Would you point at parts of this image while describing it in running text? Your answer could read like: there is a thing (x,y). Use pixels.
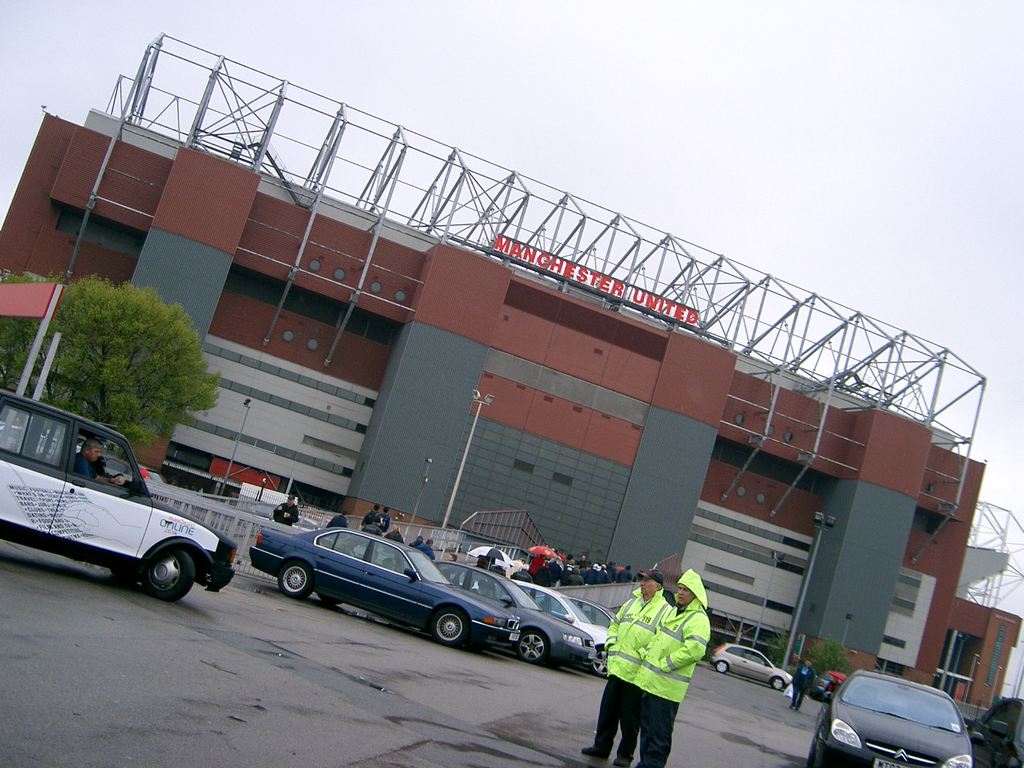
In the image we can see there are two men (650,669) standing and they are wearing jackets (645,646). There are cars (296,555) parked on the road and behind there are building (634,433) and there are trees (110,380).
